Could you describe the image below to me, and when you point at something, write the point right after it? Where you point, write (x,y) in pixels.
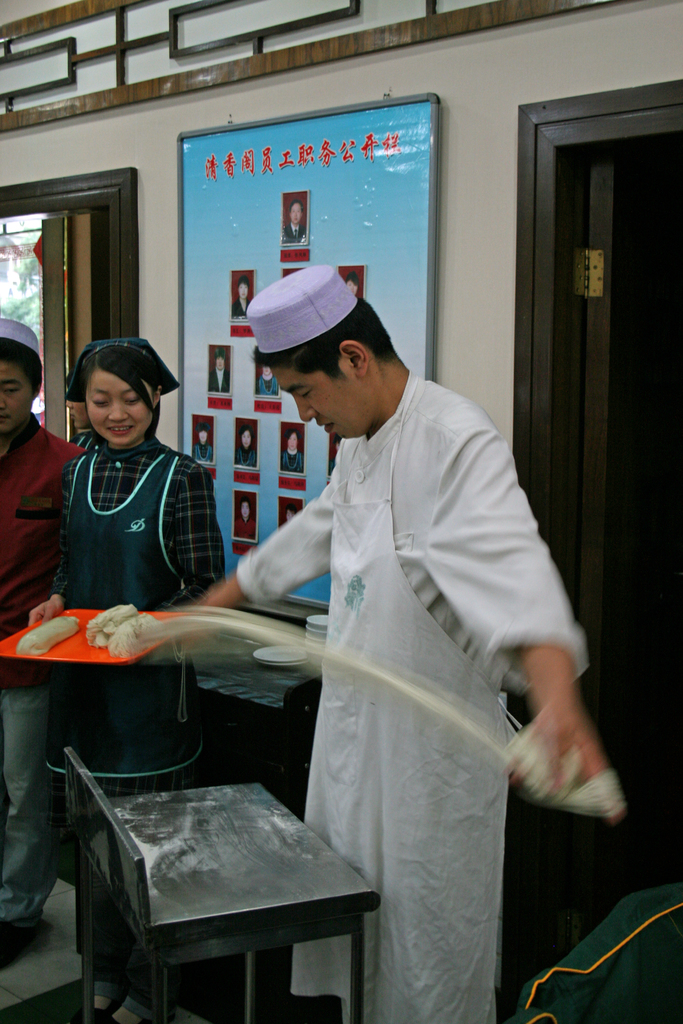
In this image there is a chef (352,686) holding a dough (234,627) in his hand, in front of the person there is a table (187,796), beside the person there is a woman (136,527) standing and holding a tray (111,658) with some doughs (109,624) in it, beside the woman (80,664) there is another man (31,451) standing, behind them there is a photo frame (230,184) on the wall (153,197) and there is an opened door (609,242) and a glass window (39,303).
